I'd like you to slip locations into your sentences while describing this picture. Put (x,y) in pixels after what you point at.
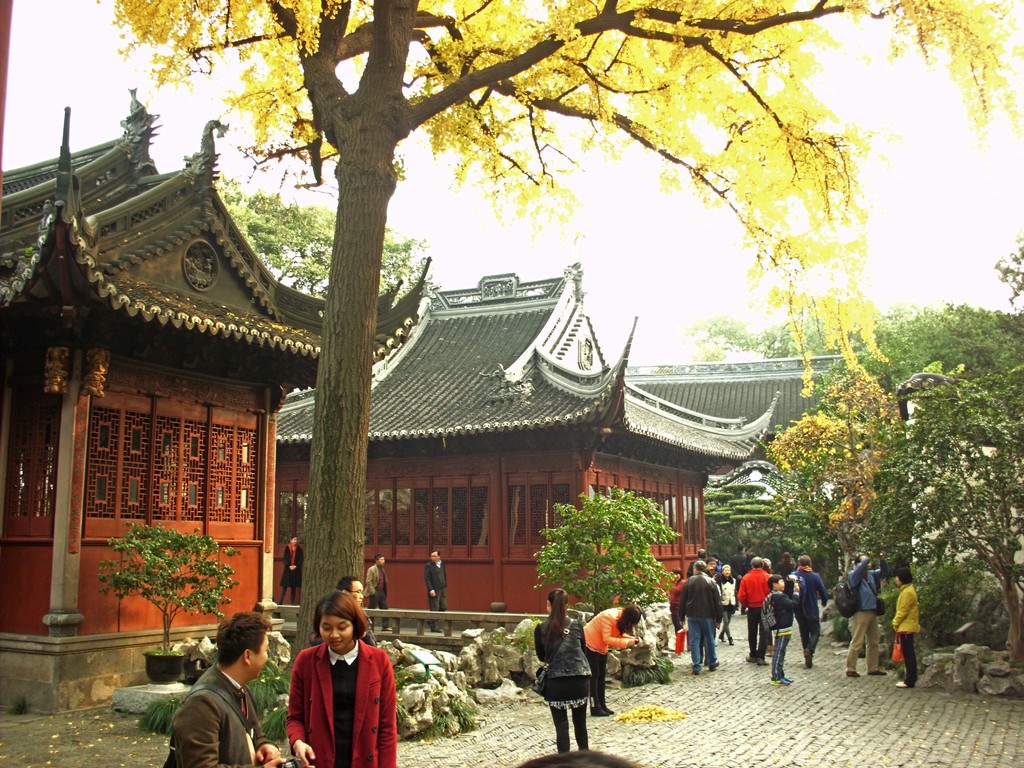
In this picture we can see some houses (378,408), trees (301,613), beside few people (369,762) are walking.
